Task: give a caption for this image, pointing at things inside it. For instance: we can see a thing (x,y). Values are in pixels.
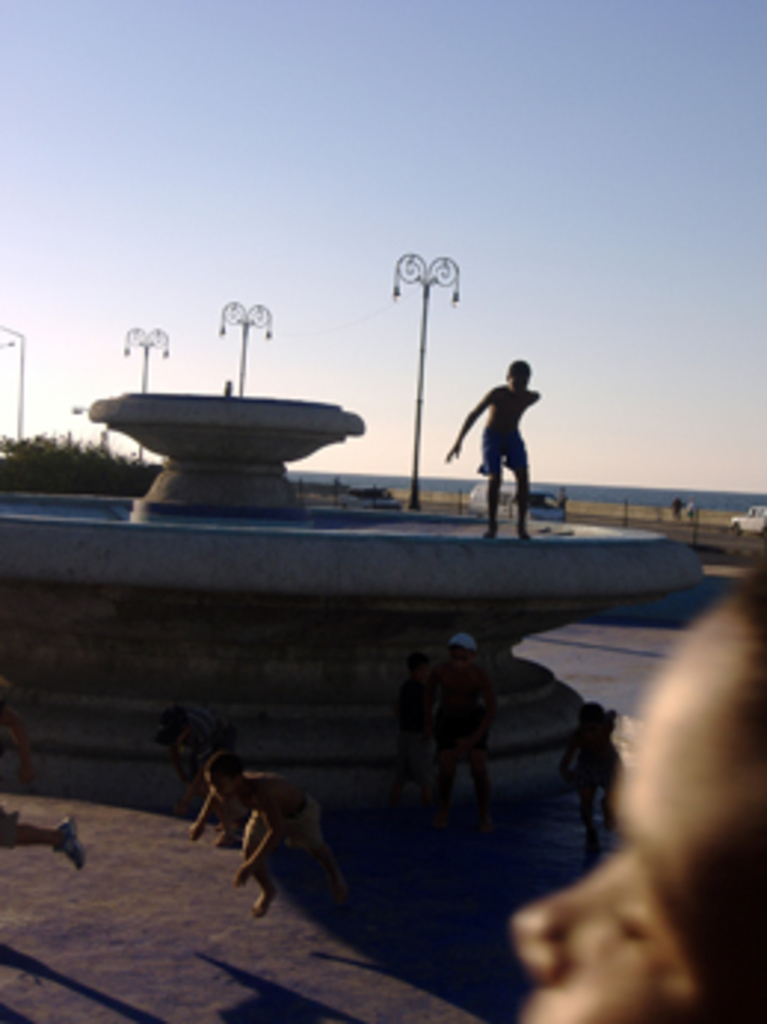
In this picture I can see there is a fountain (130,601) and there is a boy (485,471) standing on the fountain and there are few kids (245,867) running at left (241,782) and there is a tree (80,454) and few poles (267,328) in the backdrop (84,463), there are few vehicles (753,526) moving on the road (669,528) and the sky (332,103) is clear.
